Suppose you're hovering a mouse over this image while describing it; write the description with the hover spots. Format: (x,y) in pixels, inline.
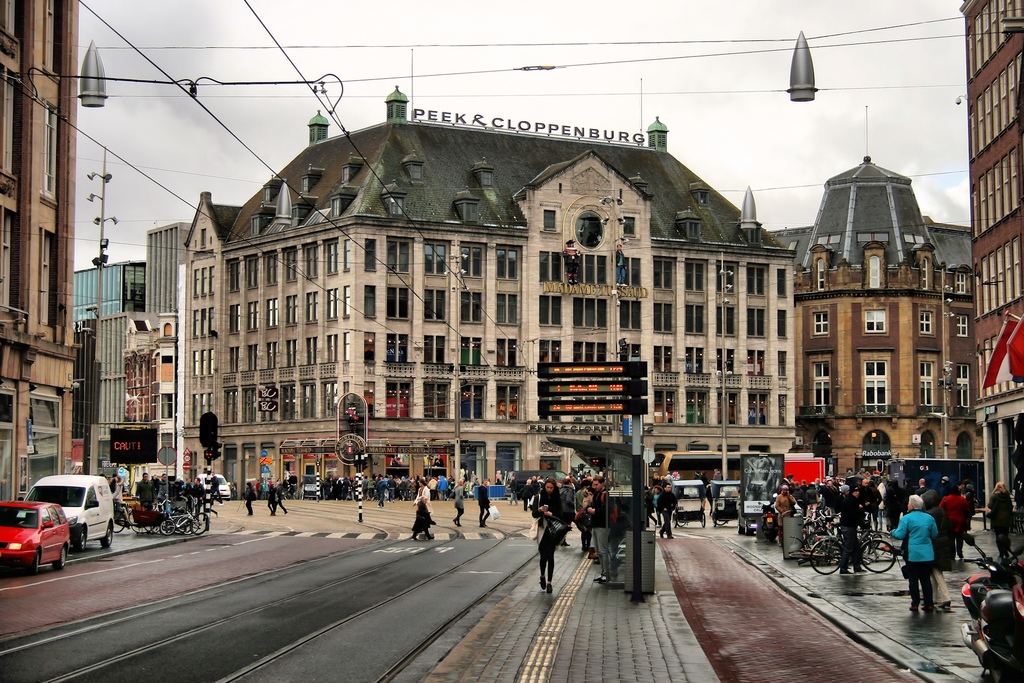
In the picture I can see buildings (337,336), vehicles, bicycles (203,530), people (120,502) walking on the ground (572,537), wires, poles (95,390), street lights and some other objects (611,507) on the ground (701,572). In the background (291,153) I can see the sky (164,131).
